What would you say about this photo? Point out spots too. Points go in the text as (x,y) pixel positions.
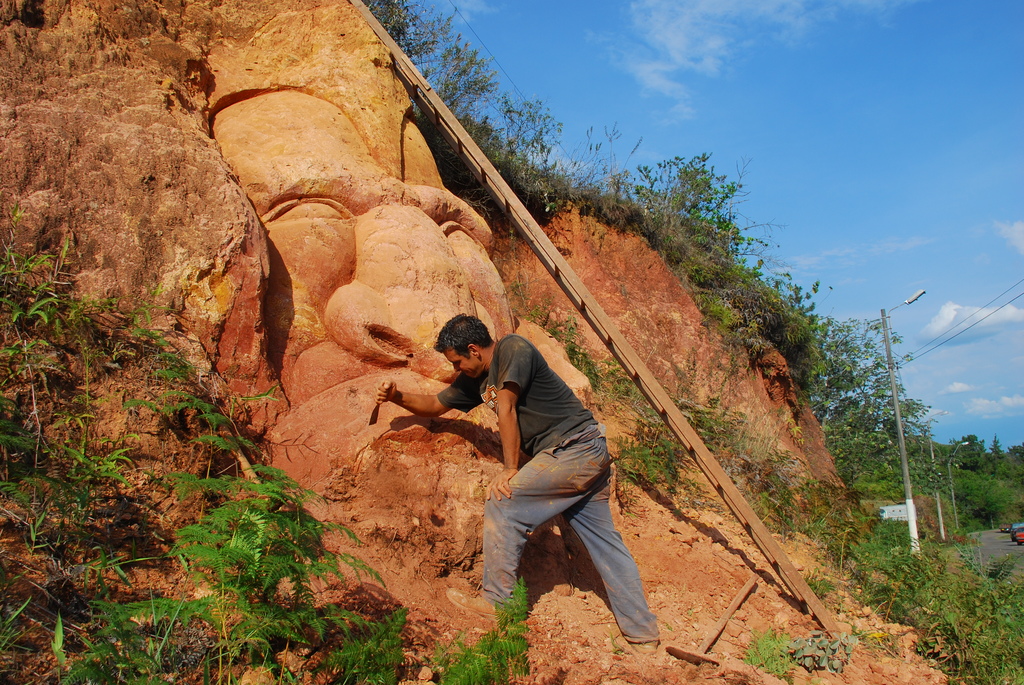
In this picture I can see a man (547,459) in front (637,631) and I see that he is holding a thing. I can also see few plants (276,525) and I can see the rocks (284,197). In the background (1003,434) I can see few more plants (706,434), poles (904,477), wires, few trees (912,419) and the clear sky (868,259).
